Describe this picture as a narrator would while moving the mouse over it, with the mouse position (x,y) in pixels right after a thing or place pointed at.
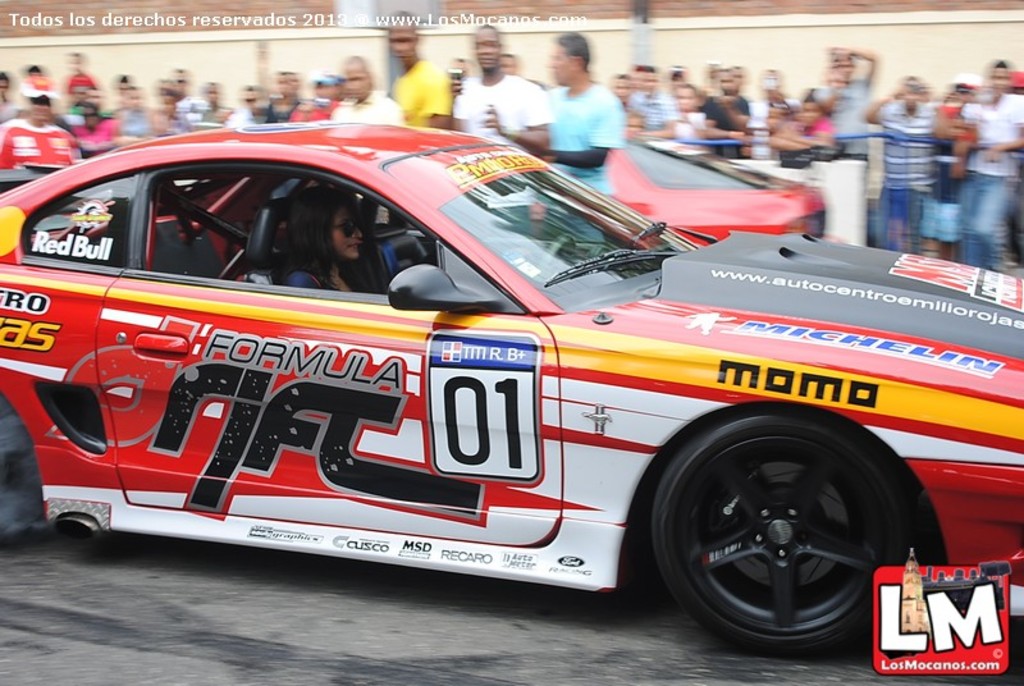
In this image, there are a few people (680,129), vehicles (631,161). We can see the ground (459,587) and the blurred background (734,28). We can also see some text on the top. We can also see a watermark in the bottom right corner (913,623).
